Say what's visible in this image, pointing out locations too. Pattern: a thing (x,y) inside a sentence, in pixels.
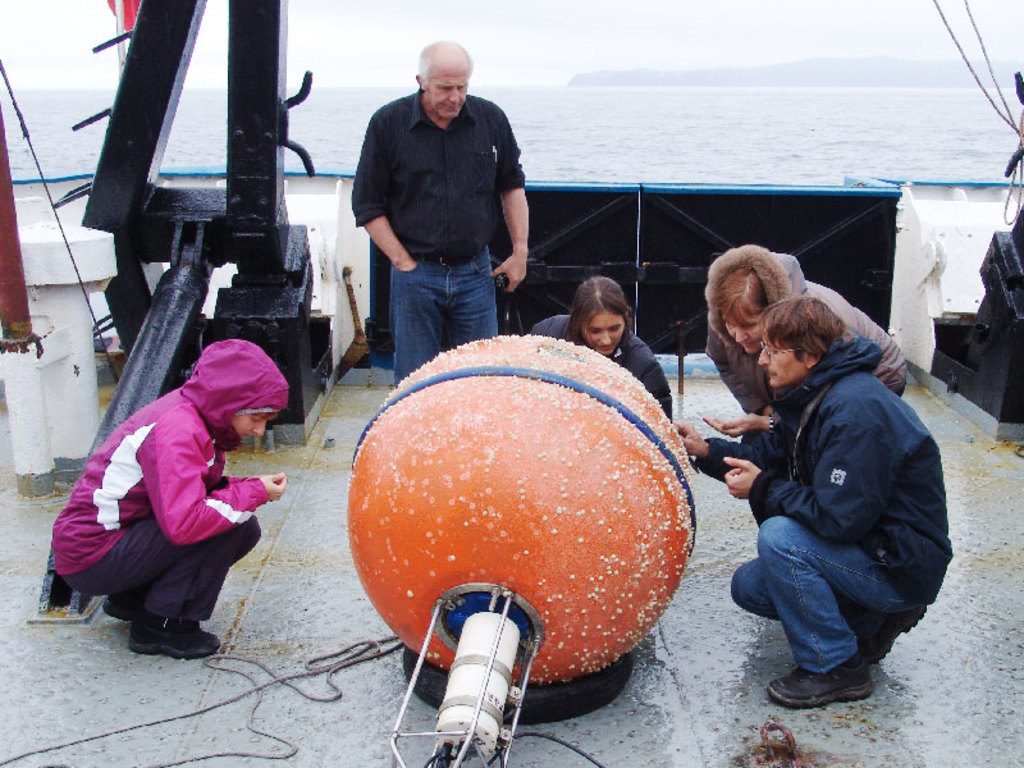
In this picture I can see a few people (746,412) sitting on the surface (641,696). I can see a circular object (418,386). I can see water (610,147). I can see a person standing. I can see clouds (509,52) in the sky (505,50). I can see mountains (624,75).
